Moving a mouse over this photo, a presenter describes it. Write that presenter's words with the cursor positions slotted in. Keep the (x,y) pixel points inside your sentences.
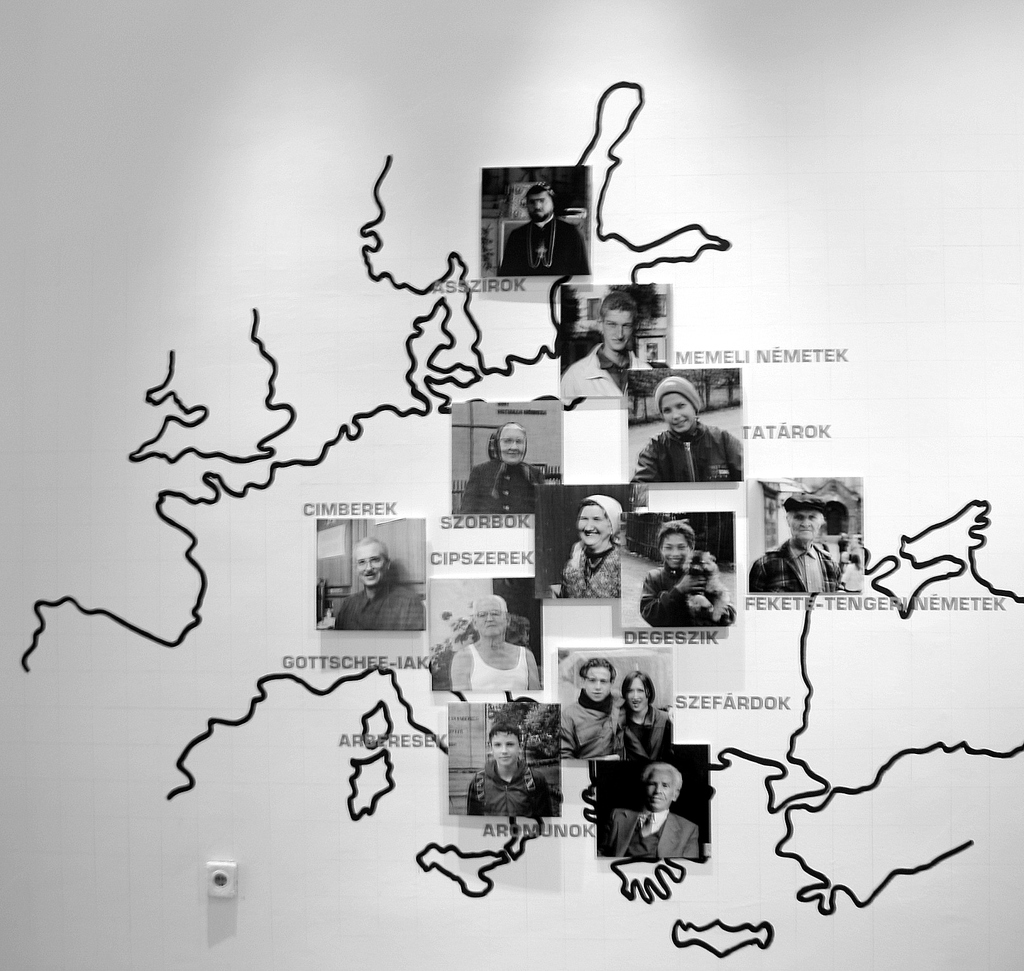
In this image there is a board (748,109). On the board (557,344) there are photos (736,437), text (369,508) and curved lines (480,361).
